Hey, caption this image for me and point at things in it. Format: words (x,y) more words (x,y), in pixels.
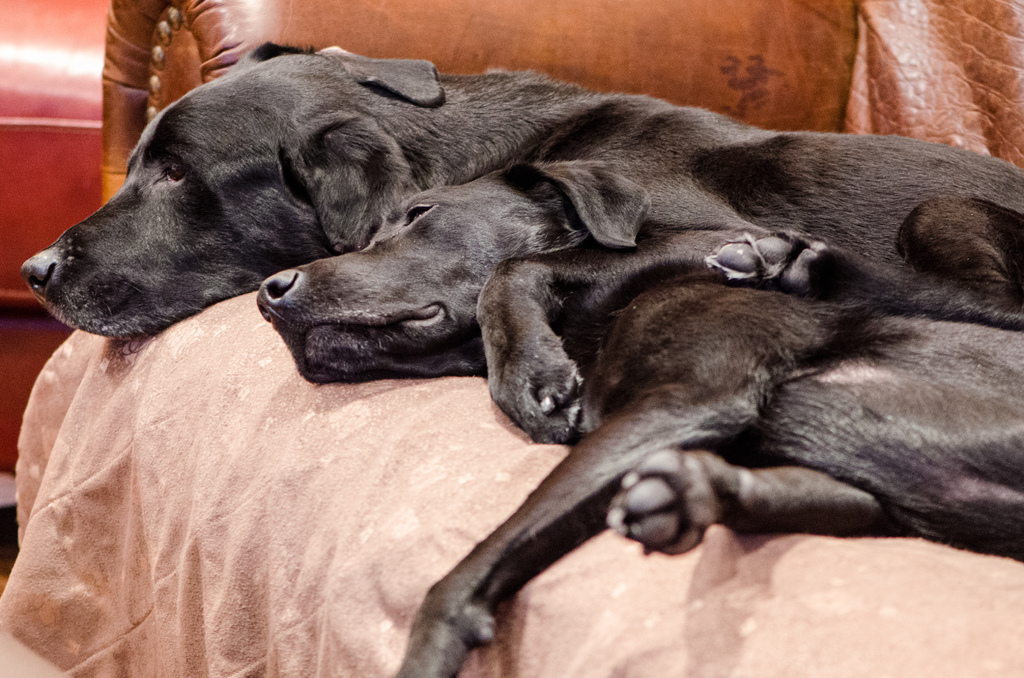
In this image there are two dogs (508,213) and at the bottom (297,455) there is a bed (237,494), in the background (205,82) there are some objects (578,73).
